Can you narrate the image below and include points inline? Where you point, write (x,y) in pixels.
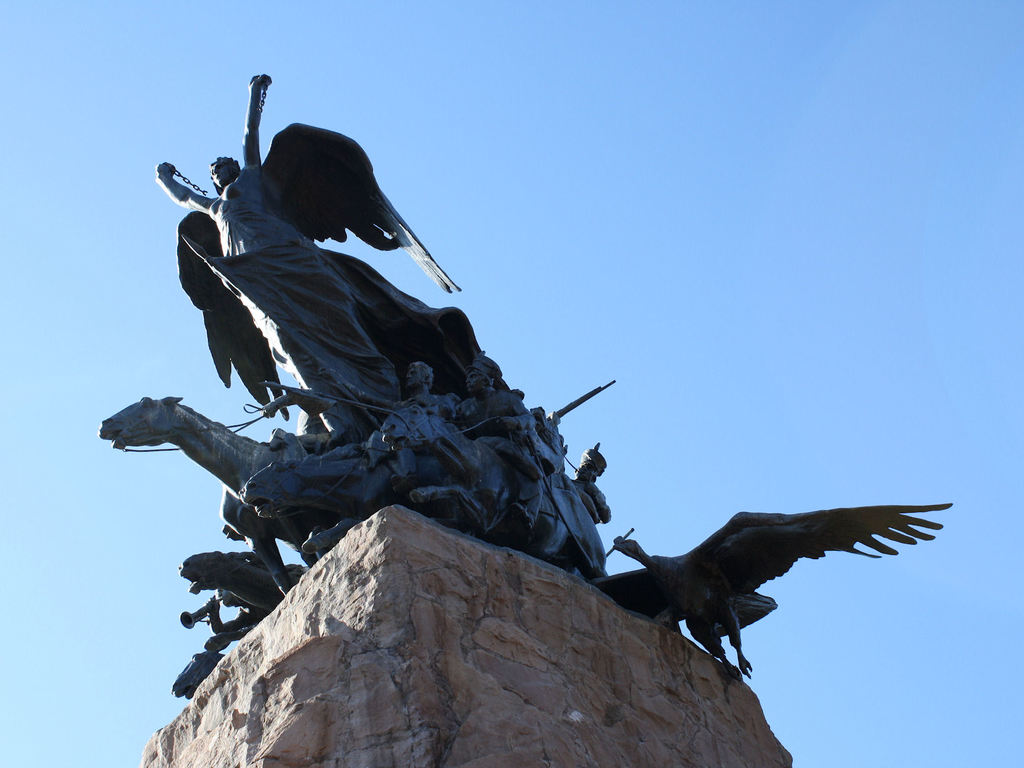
In this image I can see a statue (349,394) of few persons (331,345) and few animals (408,465) which is black in color on the rock (422,615) which is brown in color and in the background (683,334) I can see the sky (780,194).
